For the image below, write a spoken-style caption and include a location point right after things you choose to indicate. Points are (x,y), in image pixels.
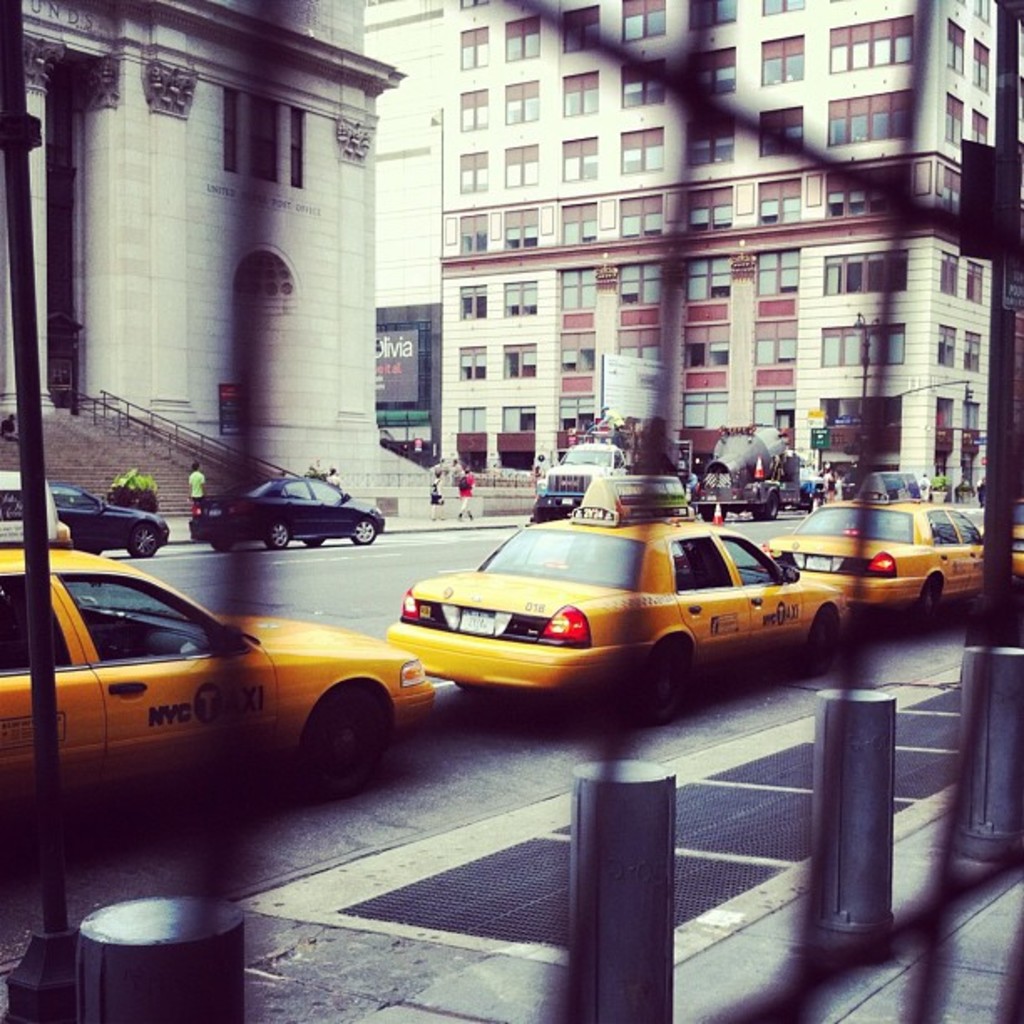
In this image there is a railing (998,49) through that railing (998,49), vehicles (152,533) on the road (154,811), people (466,495), buildings (493,451) are visible.
